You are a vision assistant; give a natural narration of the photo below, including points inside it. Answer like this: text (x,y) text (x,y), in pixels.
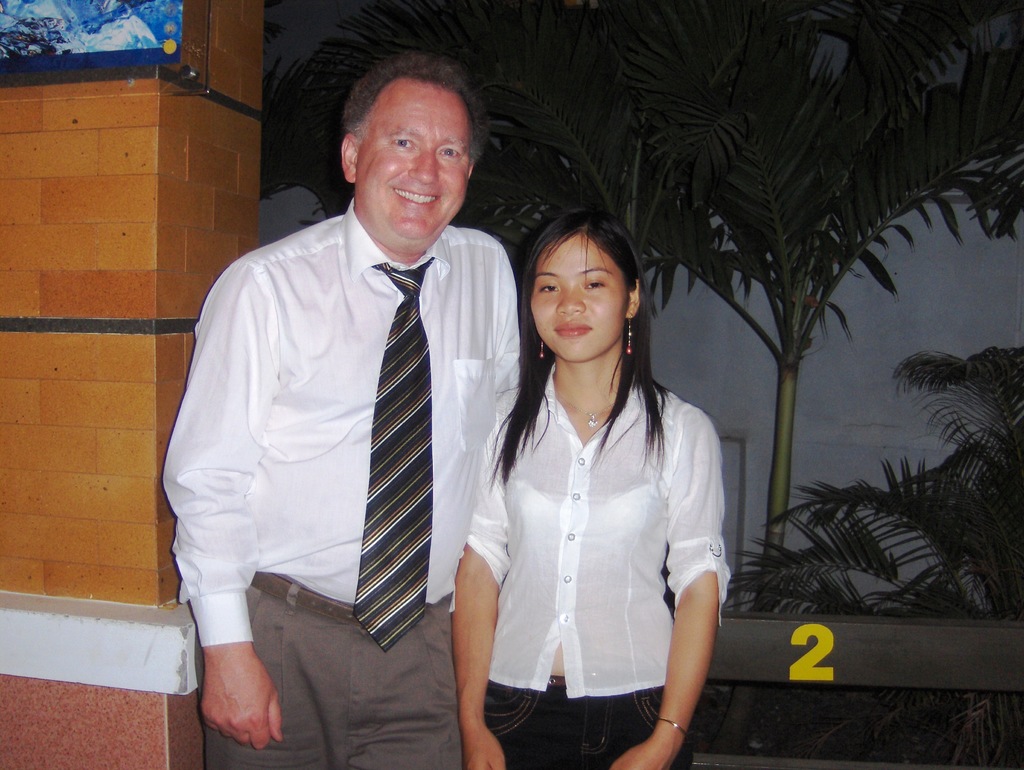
In front of the image there are two people (497,394) standing, beside them there is a display board (137,32) on the pillar (143,369), behind them there is a number (817,656) on the fence (775,649), behind the fence (767,624) there are plants (727,299), behind the plants (650,209) there is a wall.
